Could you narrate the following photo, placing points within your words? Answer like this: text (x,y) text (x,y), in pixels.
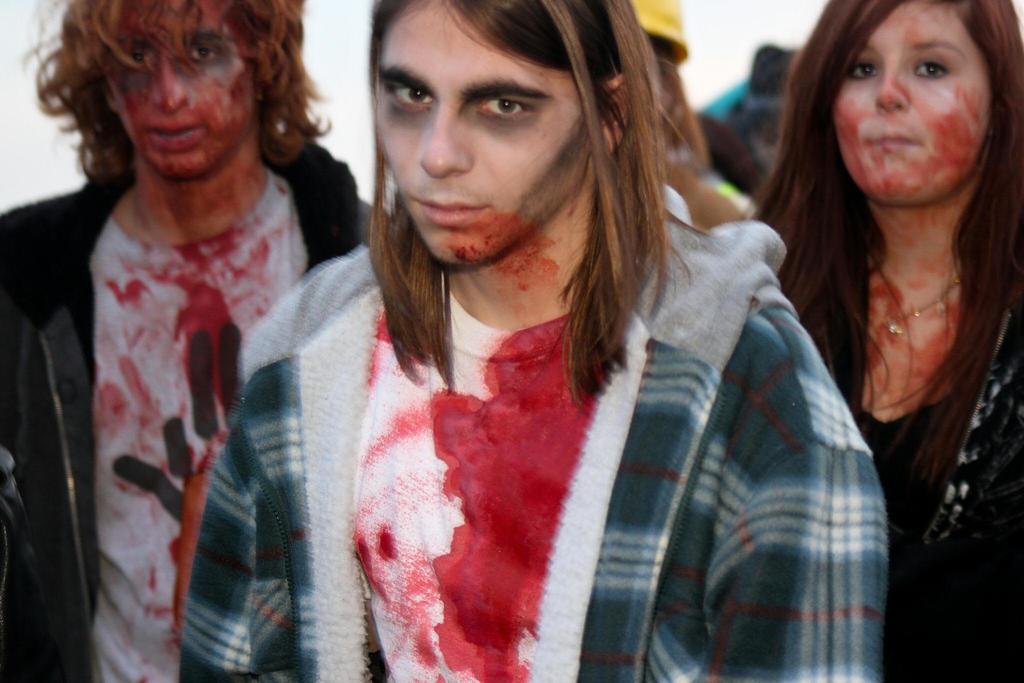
In the foreground of the picture (690,313) there is a person (451,378), with a blood stained t-shirt (426,476). In the middle of the picture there are group of people (729,111). The background (336,60) is blurred. In this picture the people (172,331) are with makeup (182,161), might be during halloween.
